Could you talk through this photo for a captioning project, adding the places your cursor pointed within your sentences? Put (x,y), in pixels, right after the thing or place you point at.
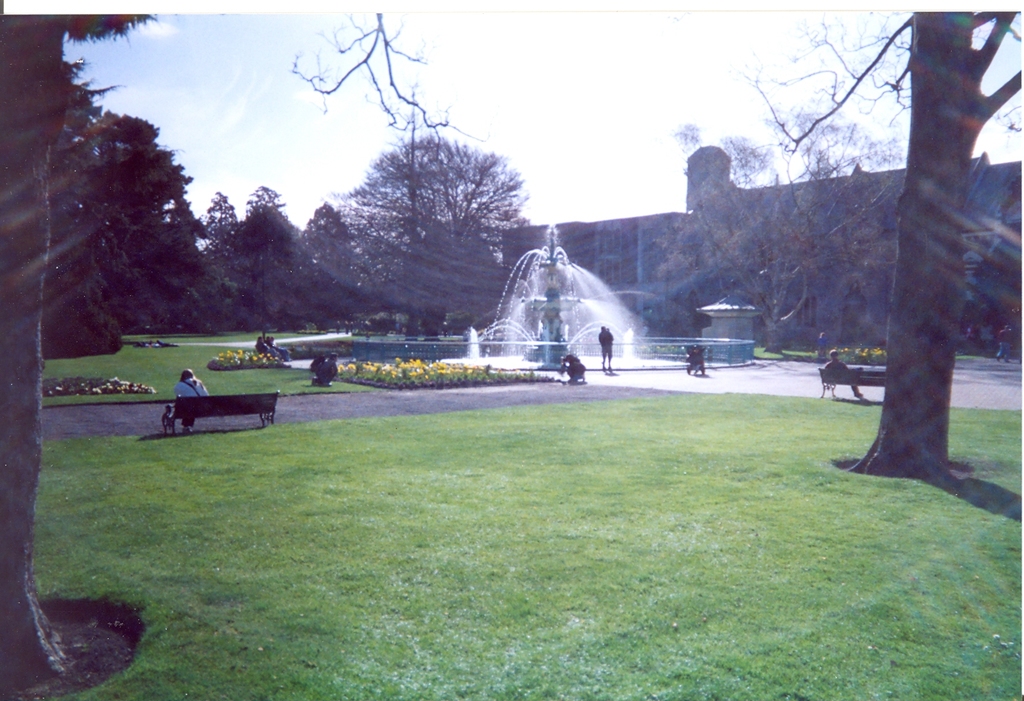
In this image there is a person (190,392) sitting on the bench (212,400) which is on the path (130,419). Before him there are few plants (56,389) on the grassland (284,369). Behind the plants (101,390) few persons (271,354) are sitting on the bench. Middle of image (551,324) there is a fountain (540,327). Few persons (602,346) are standing on the floor (630,374). Right side (827,375) a person (836,363) is sitting on the bench (871,372). Behind him there is a tree (928,318) on the grassland (845,495). Background (152,243) there are few trees (749,254). Behind it there is a building (685,244). Top of image (672,128) there is sky (591,128).
